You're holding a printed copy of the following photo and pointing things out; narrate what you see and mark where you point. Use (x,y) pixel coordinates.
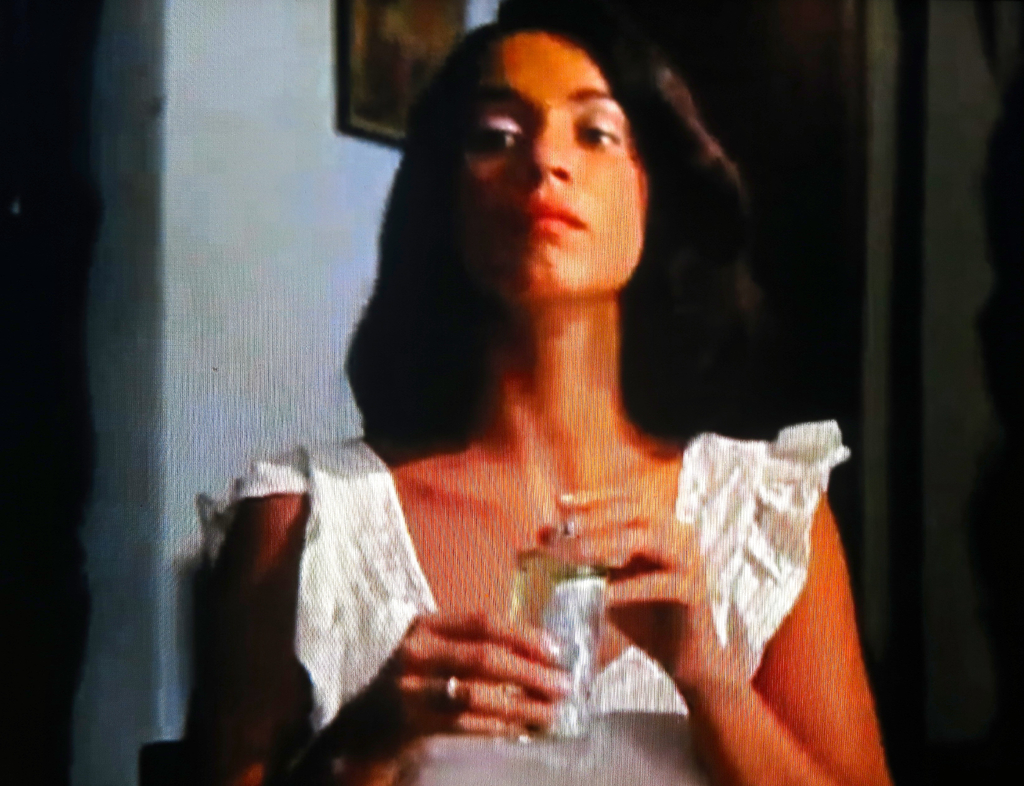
In the middle of the image (424,322) we can see a woman (571,549), she is holding a glass (544,613), behind to her we can see a frame (354,106) on the wall (271,154).
